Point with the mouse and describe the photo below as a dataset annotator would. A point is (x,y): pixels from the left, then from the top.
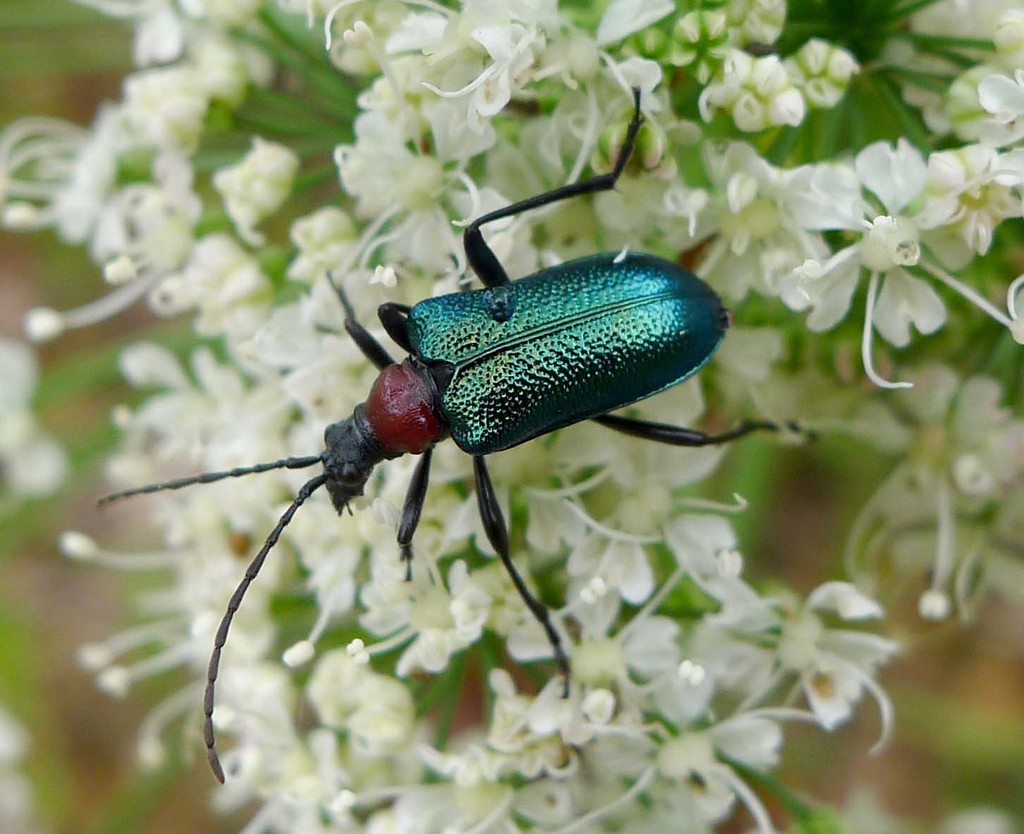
This picture is clicked outside. In the center (375,434) we can see an insect (693,436) which seems to be leaf beetle (663,434) on the white color flowers (314,329). In the background (862,466) we can see some other objects (809,472).
